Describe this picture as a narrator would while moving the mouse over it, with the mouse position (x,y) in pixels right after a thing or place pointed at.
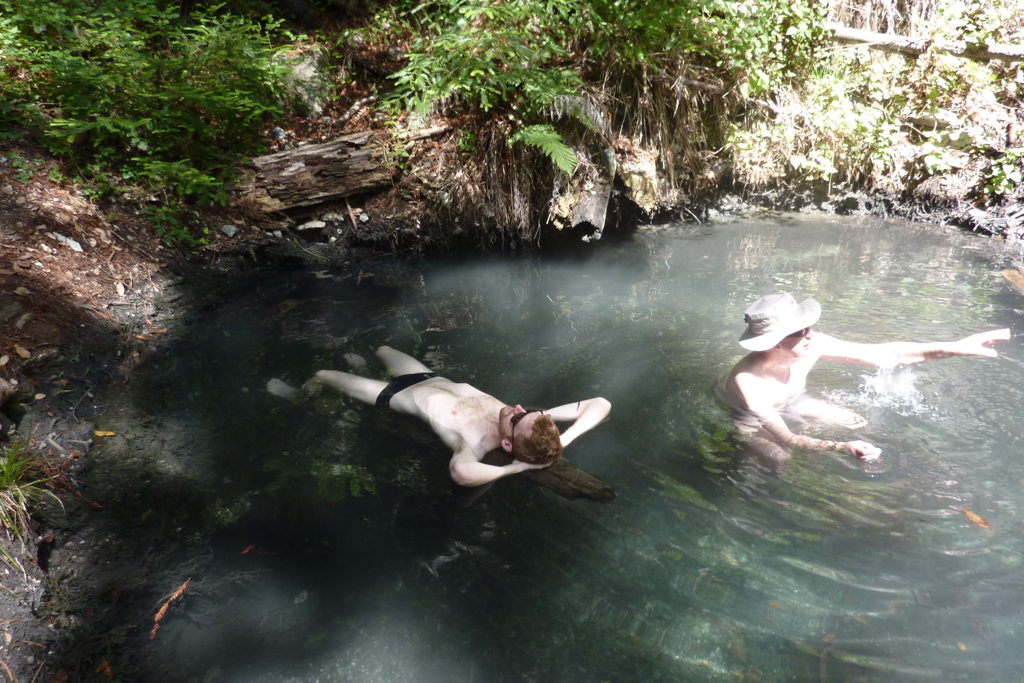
In this image we can see few people (415,413) in the water (921,374). There is a water (834,374) in the image. A person (811,355) is wearing the hat (773,342) at the right side of the image (777,362). We can see many plants (176,123) in the image.
